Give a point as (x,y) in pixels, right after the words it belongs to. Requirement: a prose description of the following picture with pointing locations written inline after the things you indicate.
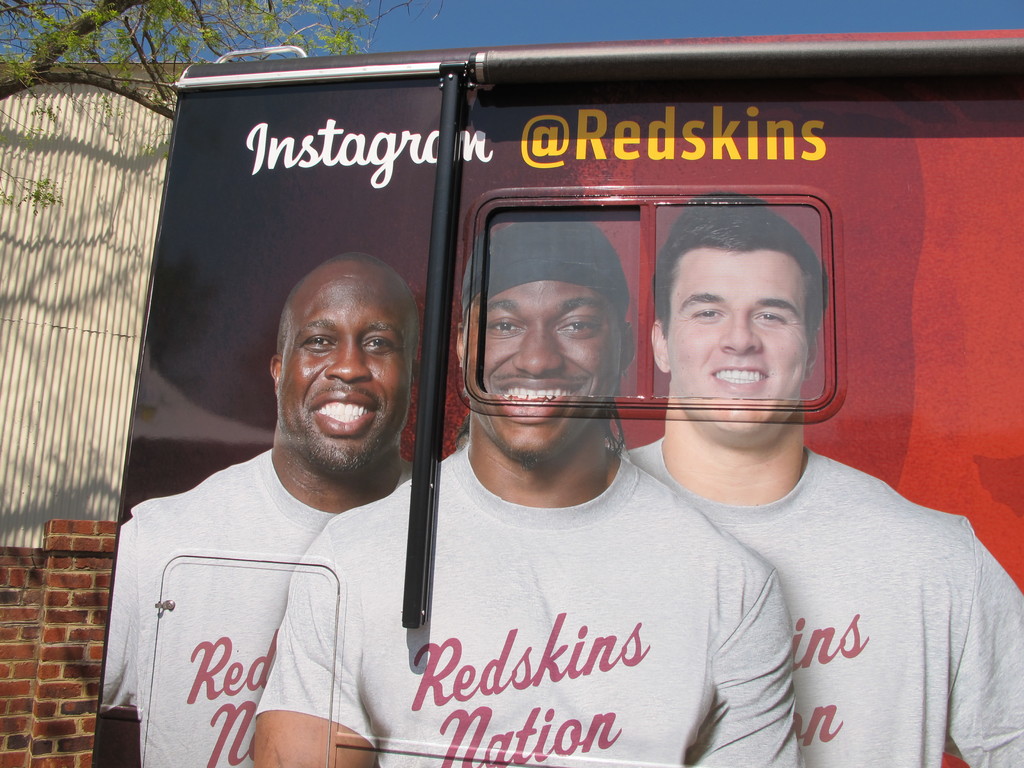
In the foreground of this image (377,422), there is a poster (404,319), in the background (89,150), there is a shed (41,341) and a wall (51,598). On the top (169,34), there is a tree (262,24) and the sky (636,30).
